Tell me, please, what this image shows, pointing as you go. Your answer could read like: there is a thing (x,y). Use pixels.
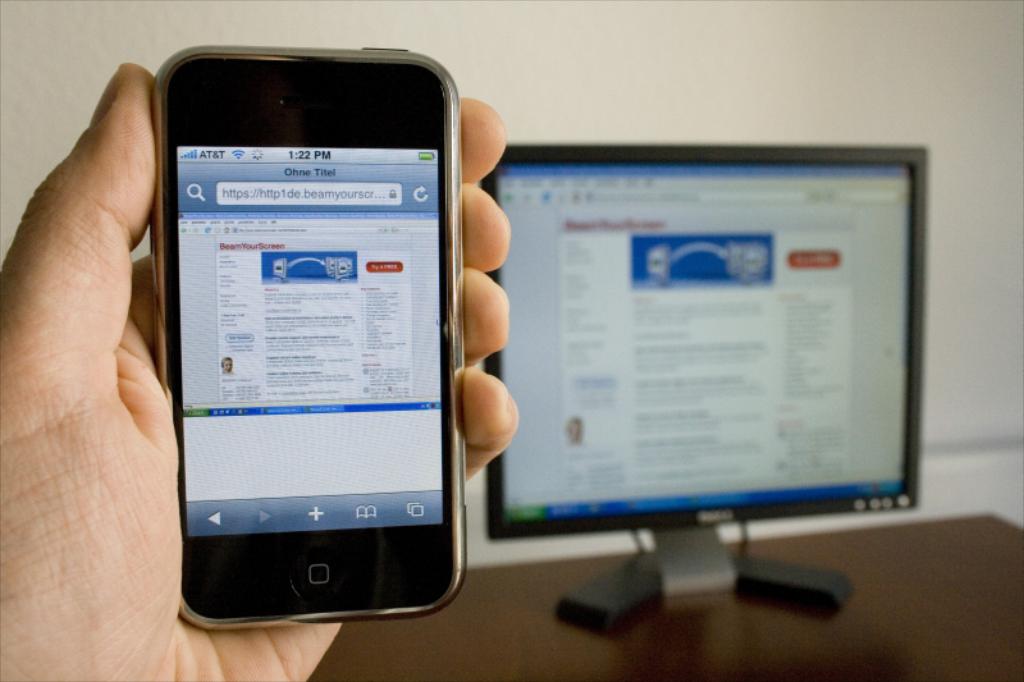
In this image in the foreground (115,430) there is one person (139,325) who is holding a mobile (338,479), and in the background (571,528) there is a computer (772,481) on the table (829,631) and wall (89,44).
